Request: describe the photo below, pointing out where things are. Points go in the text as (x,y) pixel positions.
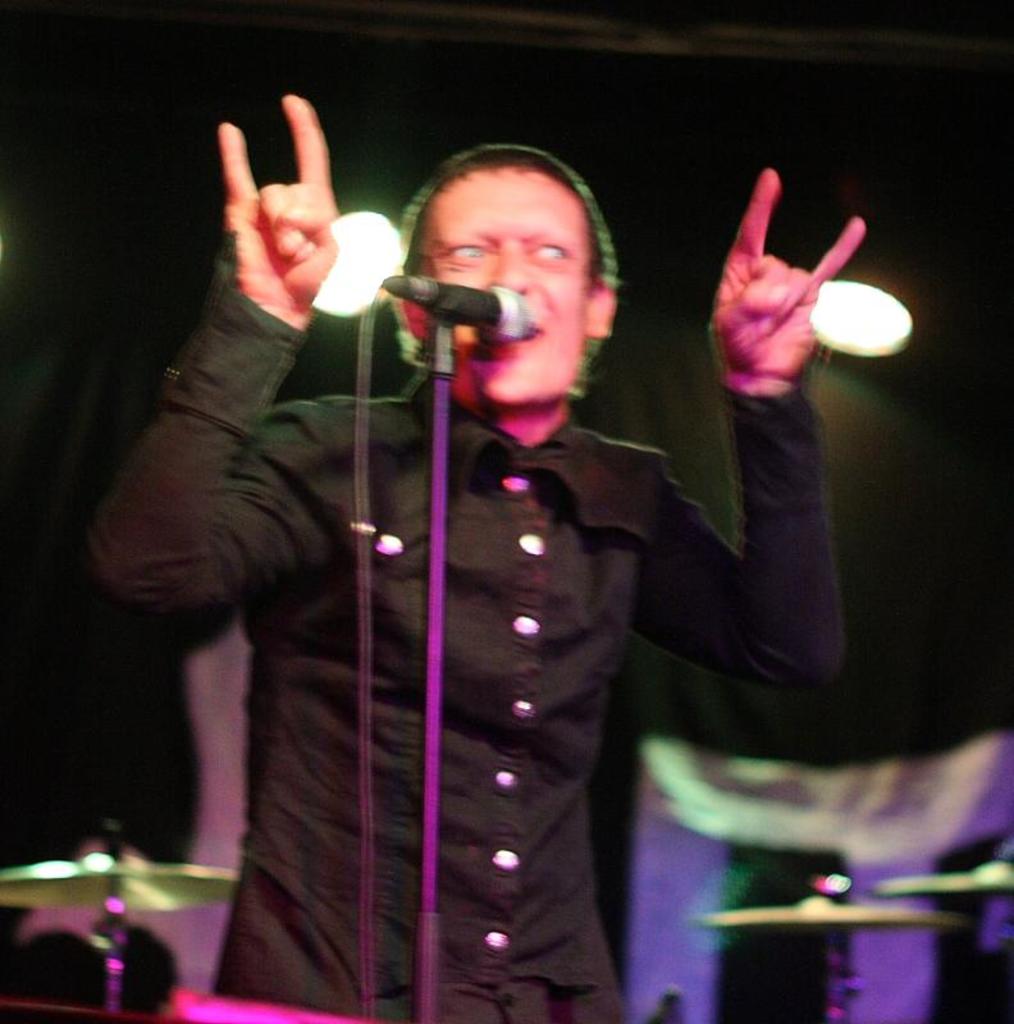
In this image there is a person (558,352) is standing and singing before a mike (480,294) is wearing a black shirt (771,448). Background there are two lights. On both sides of this person (396,853) there are musical instruments (802,916).
